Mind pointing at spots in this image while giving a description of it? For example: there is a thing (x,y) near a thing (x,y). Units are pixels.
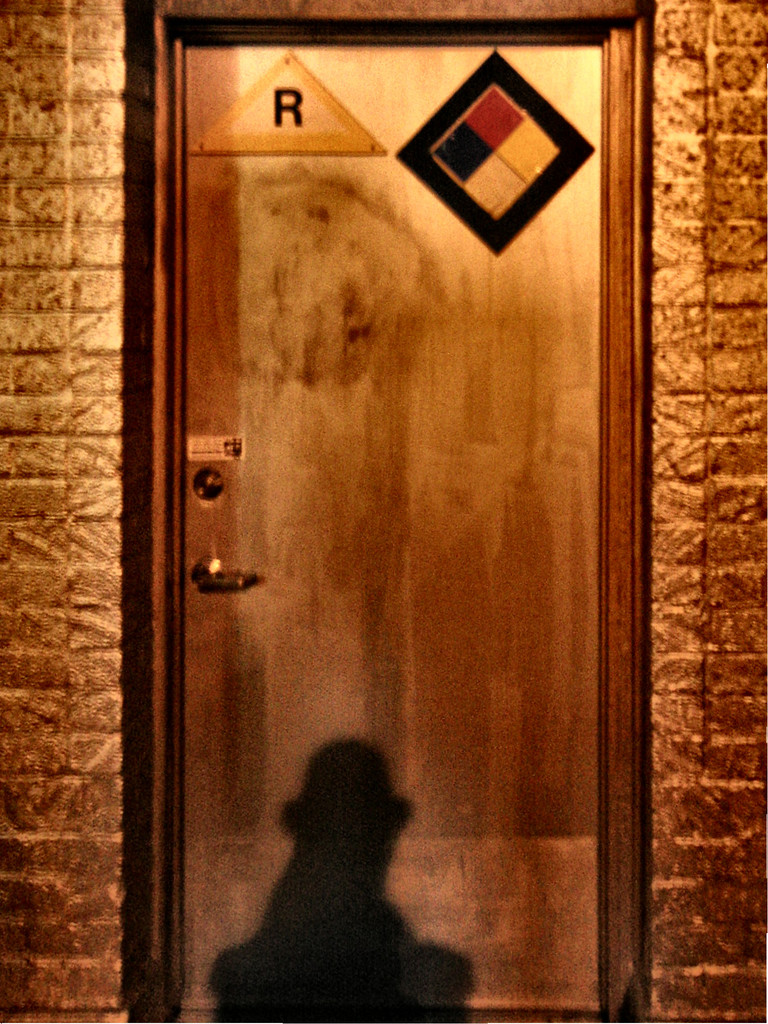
In the image we can see a door (273,472) and a wall (36,555). On the door (284,936), we can see the reflection (275,944).
